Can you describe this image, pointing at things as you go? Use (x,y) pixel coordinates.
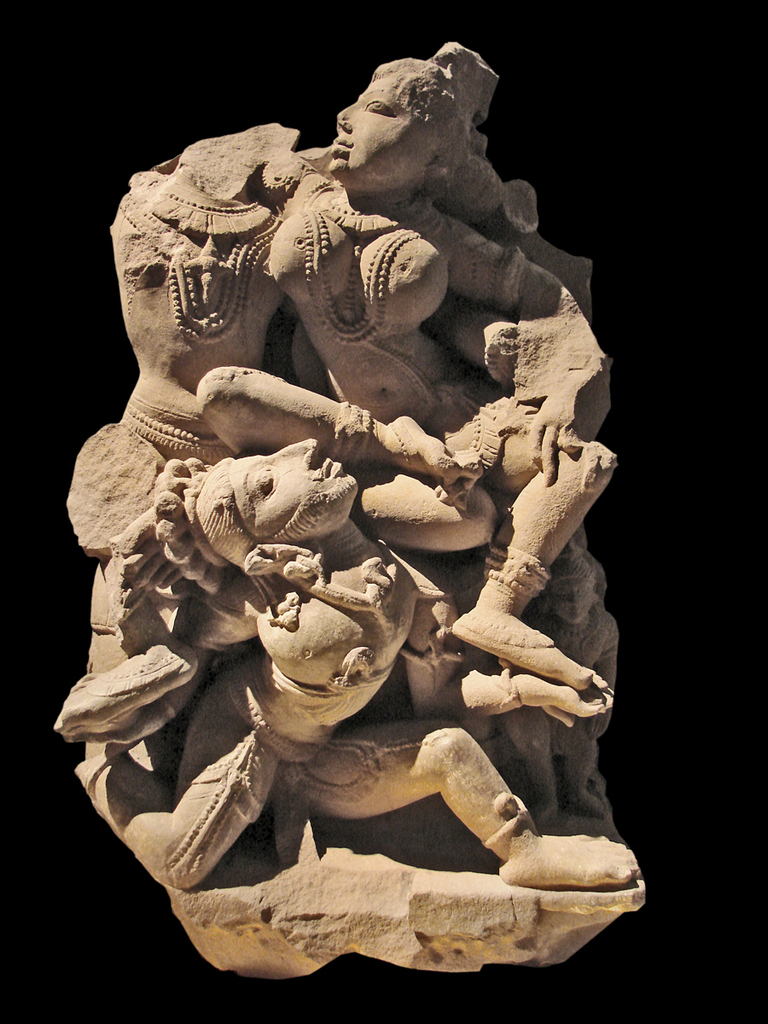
In the center of the image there is a sculpture (409,98).
